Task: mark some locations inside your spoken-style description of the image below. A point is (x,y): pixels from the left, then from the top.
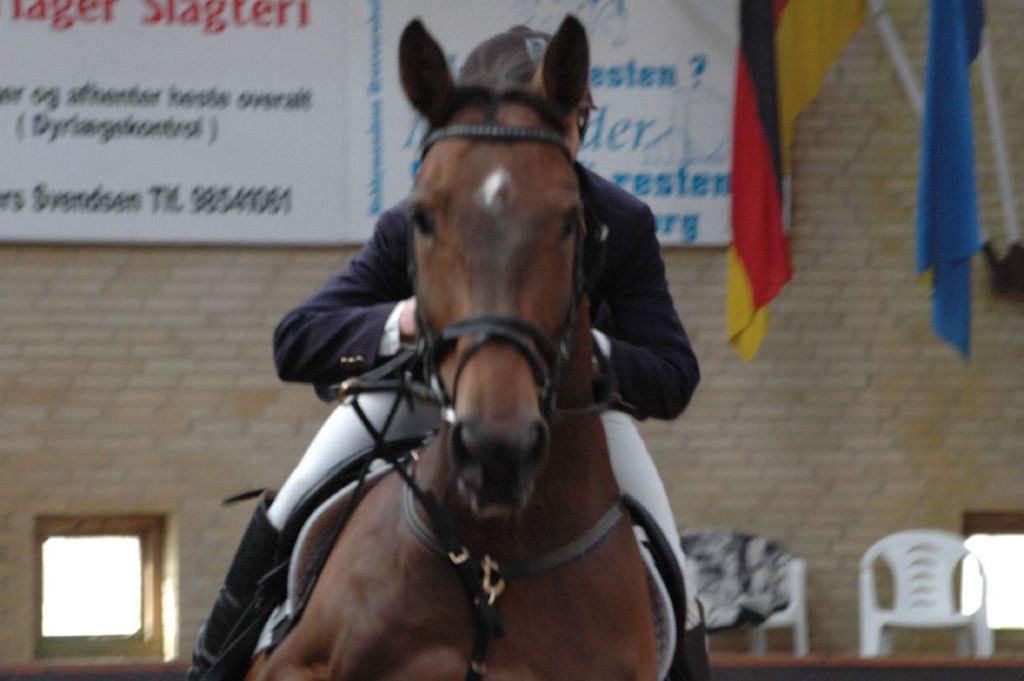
In this image, we can see a person (651,325) wearing clothes (592,304) and riding a horse (501,346) in front of the wall (797,387). There is a banner (213,231) at the top of the image (477,17). There are flags (946,102) in the top right of the image (950,108). There are chairs (865,608) in the bottom right of the image (796,612).
